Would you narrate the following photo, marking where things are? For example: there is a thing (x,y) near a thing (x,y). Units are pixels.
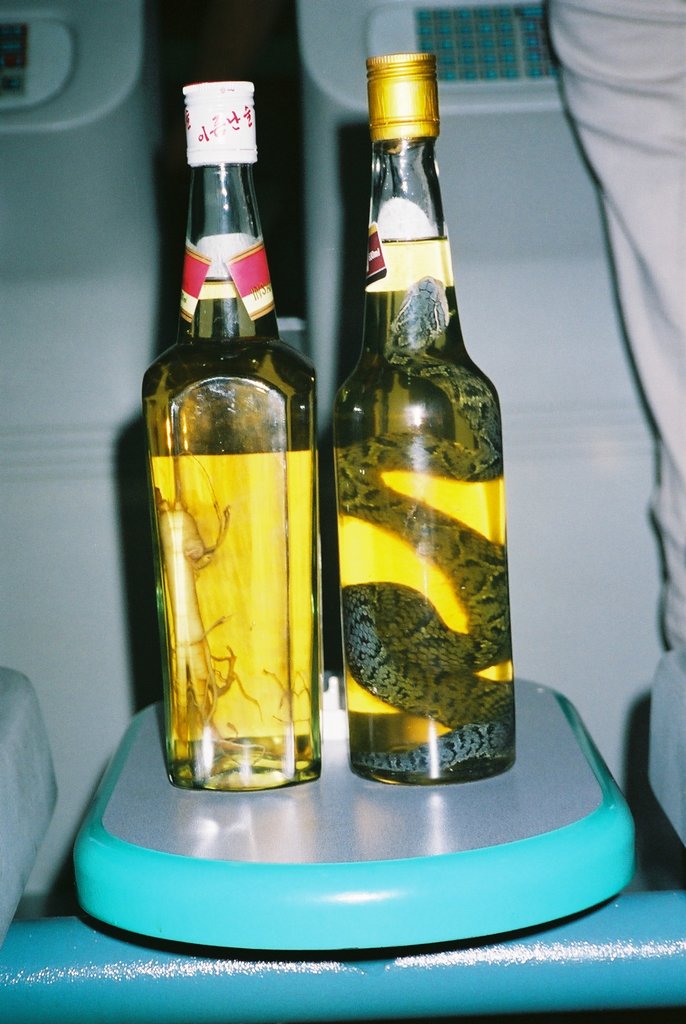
This image has two bottles (236,506), in which there are things (389,589). The one which is on the right side (486,753) has snake (419,698). The one which is left side (218,763) has a ginseng root (181,667).
